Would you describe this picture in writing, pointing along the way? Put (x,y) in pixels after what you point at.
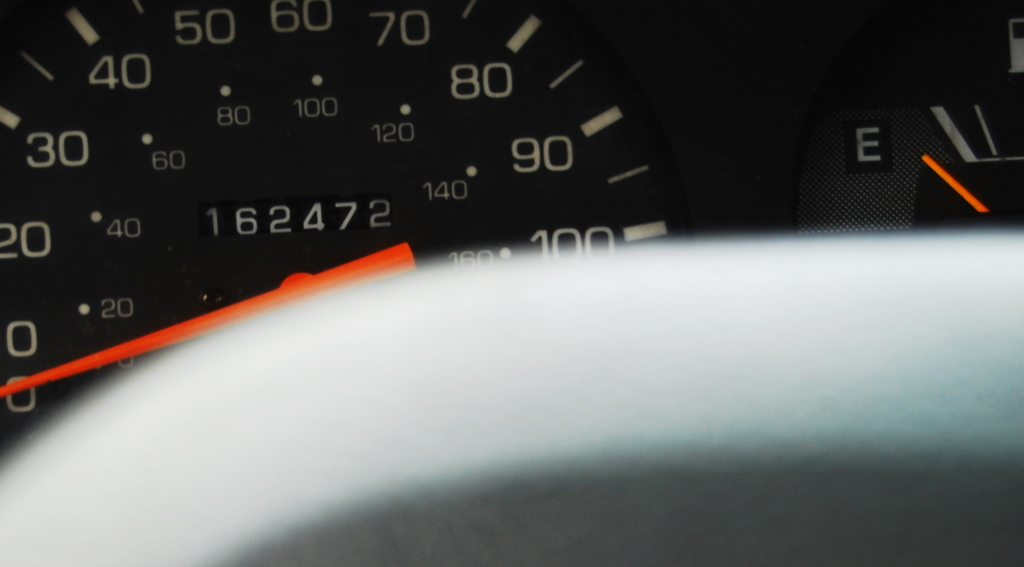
This is a zoomed in picture. In the foreground (402,350) there is a white color object (536,386) seems to be the part of a steering wheel (379,338) of a vehicle (757,270). In the background (551,3) we can see the speedometer (137,144) on which we can see the numbers (245,223).
